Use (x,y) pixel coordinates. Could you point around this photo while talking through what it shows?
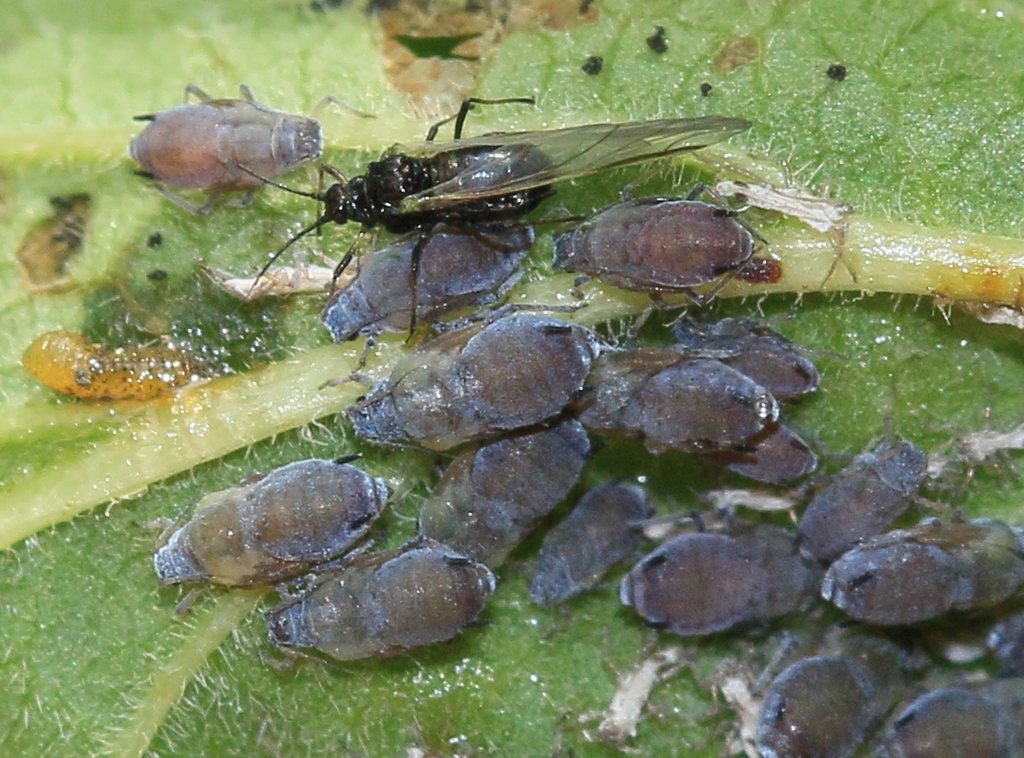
In this image there are some insects (660,233) on the leaf (202,391) as we can see in the middle of this image (664,310).
